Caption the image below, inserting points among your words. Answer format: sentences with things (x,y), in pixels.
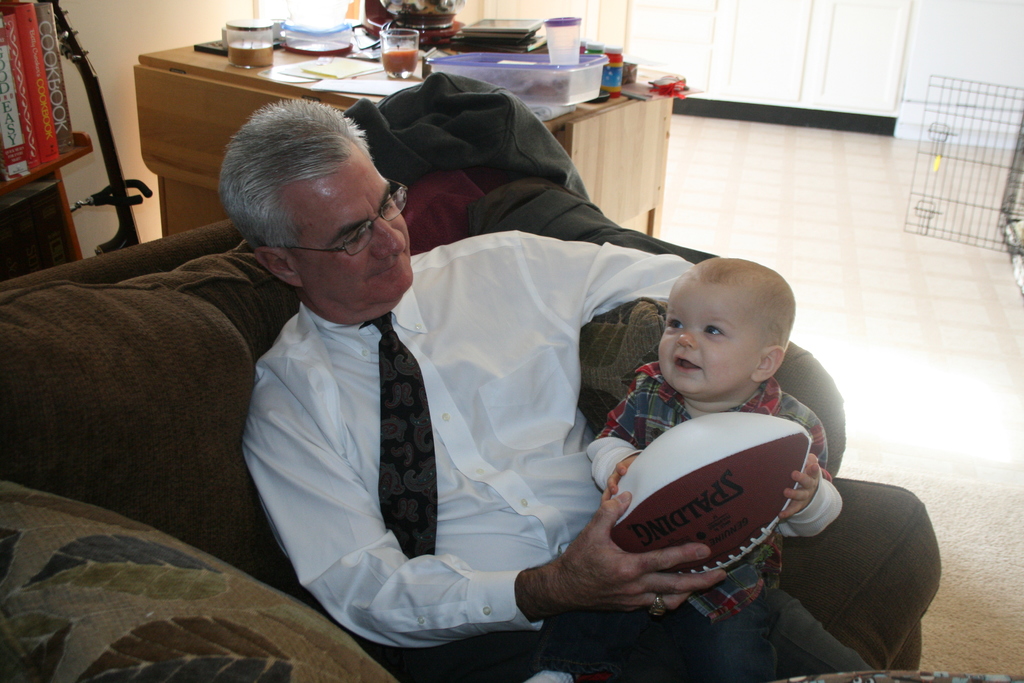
In this image we can see a man (319,381) is seated on the sofa (183,409), and he is holding boy (739,351) and a ball (658,531) in his hands (579,584), in the background (584,81) we can see couple of boxes (333,45), glasses (382,36), books (459,46) on the table (339,97).
